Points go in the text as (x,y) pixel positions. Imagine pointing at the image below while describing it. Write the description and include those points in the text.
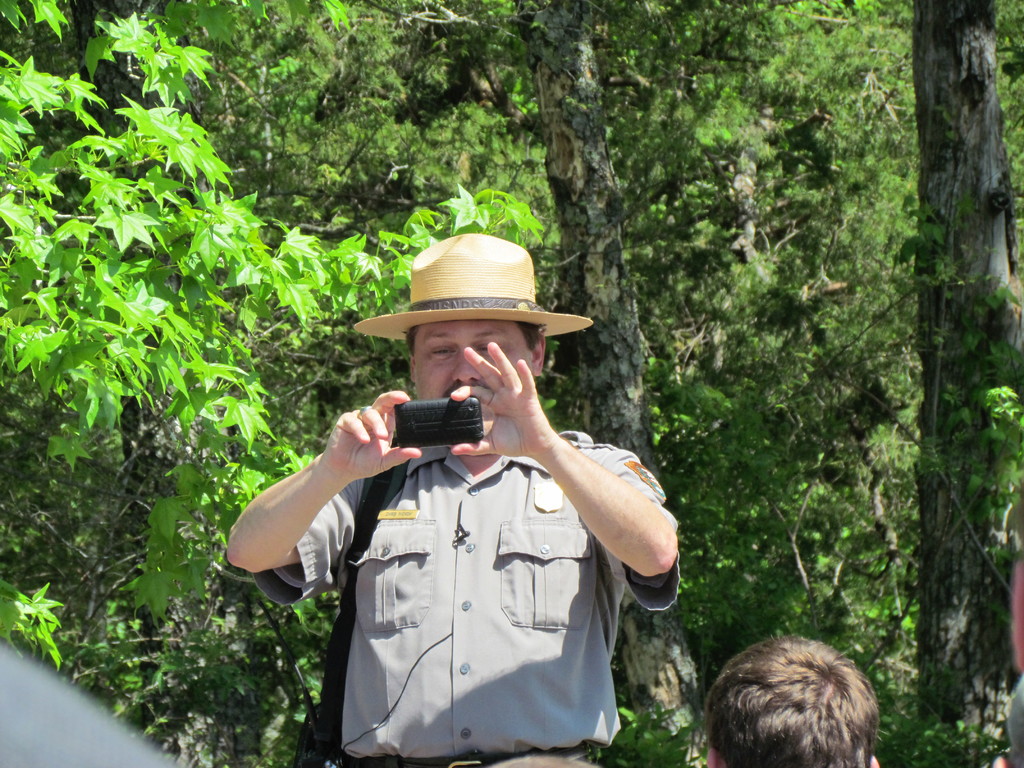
In the center of the image (499,304) we can see a man (492,396) standing and holding a mobile (428,423) in his hand (461,452). He is wearing a hat (463,294). At the bottom (775,728) there is a person (789,724). In the background (668,232) there are trees (590,153).
